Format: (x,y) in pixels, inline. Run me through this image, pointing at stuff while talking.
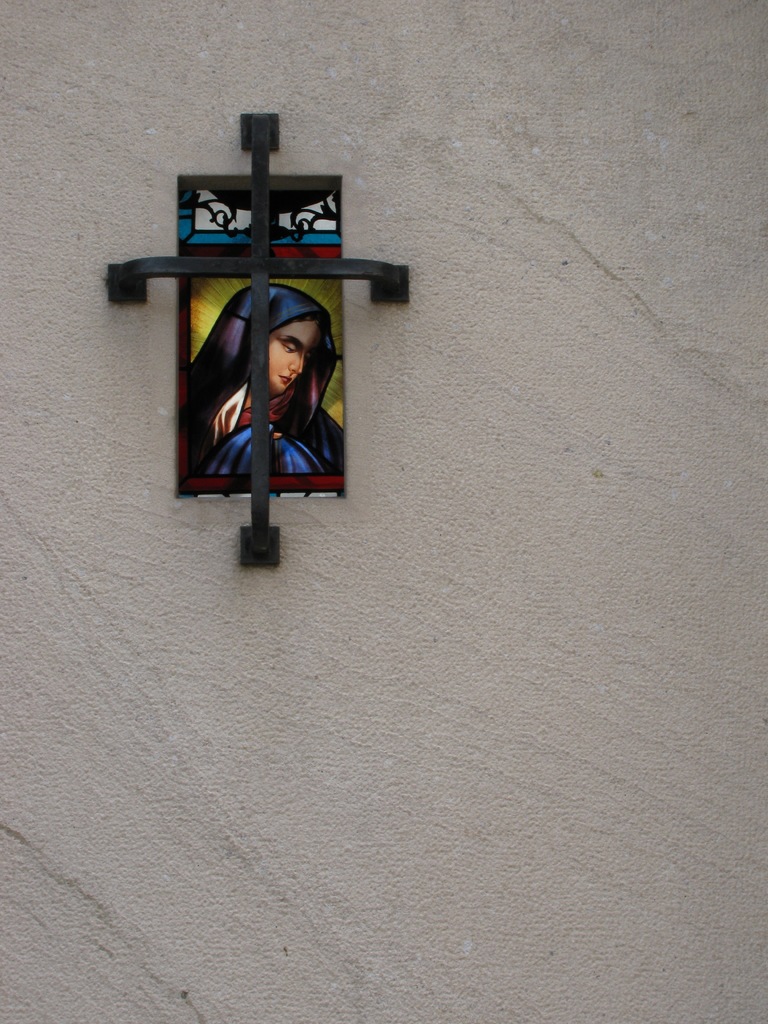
In this image I can see the colorful board (338,203) is attached to the wall (487,492). I can see the black color iron material (269,254) is also attached to the grey color wall (428,818).
